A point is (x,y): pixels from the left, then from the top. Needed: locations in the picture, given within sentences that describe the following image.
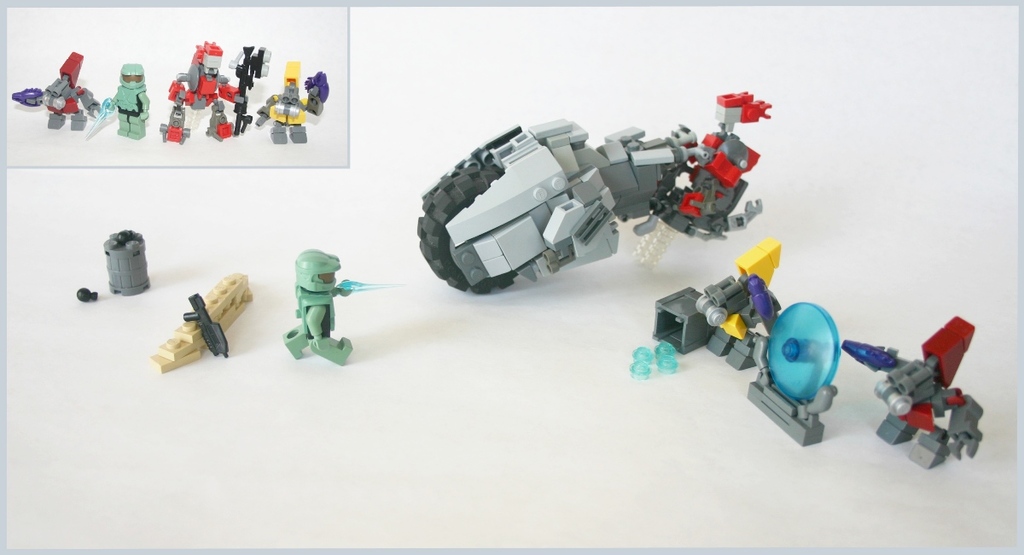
In this image, we can see some toys (211,303) on white background (885,85).
